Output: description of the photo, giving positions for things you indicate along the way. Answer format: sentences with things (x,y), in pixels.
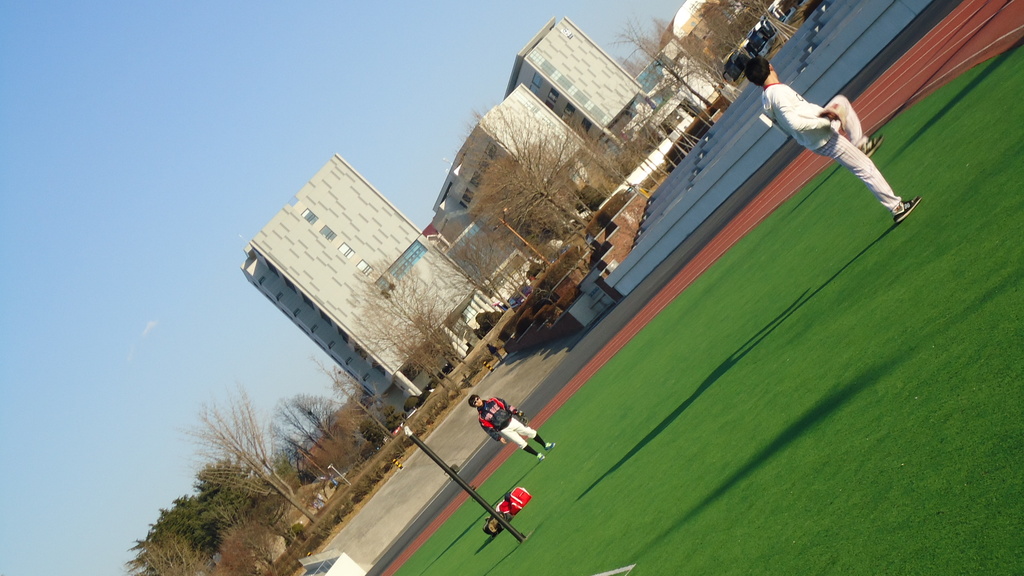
In this image we can see sky (183,209), buildings (409,392), trees (353,432), poles (418,446), stairs (825,21) and persons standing on the ground (711,347).
